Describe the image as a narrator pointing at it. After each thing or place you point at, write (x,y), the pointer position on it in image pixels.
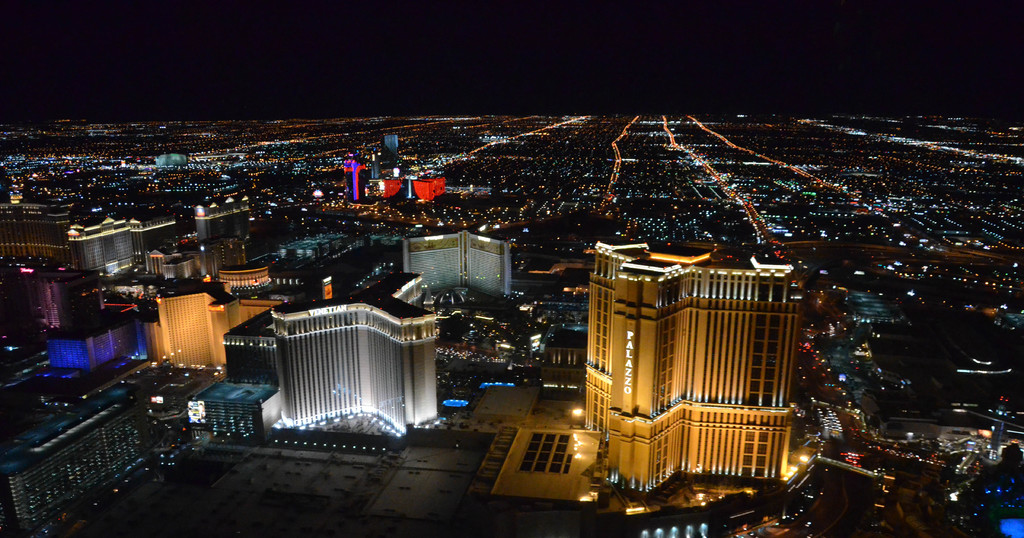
This is an outside view and it is a image clicked in the dark. Here I can see many buildings (91,259) and lights (901,388) on the land (870,409).
